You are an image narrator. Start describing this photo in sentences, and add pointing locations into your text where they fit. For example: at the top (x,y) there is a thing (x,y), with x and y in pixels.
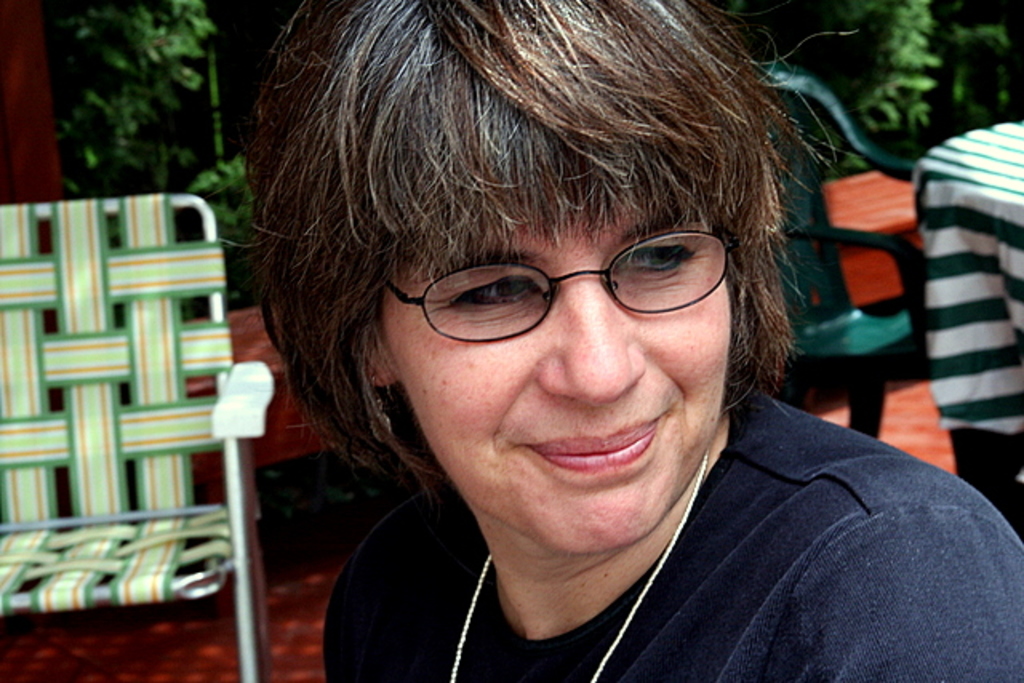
The woman (581,193) in front of the picture wearing black T-shirt (798,547) and spectacles (415,301) is smiling. Behind her, we see two chairs (808,194) which are in green and black color. On the right side (1006,297), we see a table (965,262) which is covered with white and black color cloth (953,216). There are trees (982,74) in the background (959,82).
